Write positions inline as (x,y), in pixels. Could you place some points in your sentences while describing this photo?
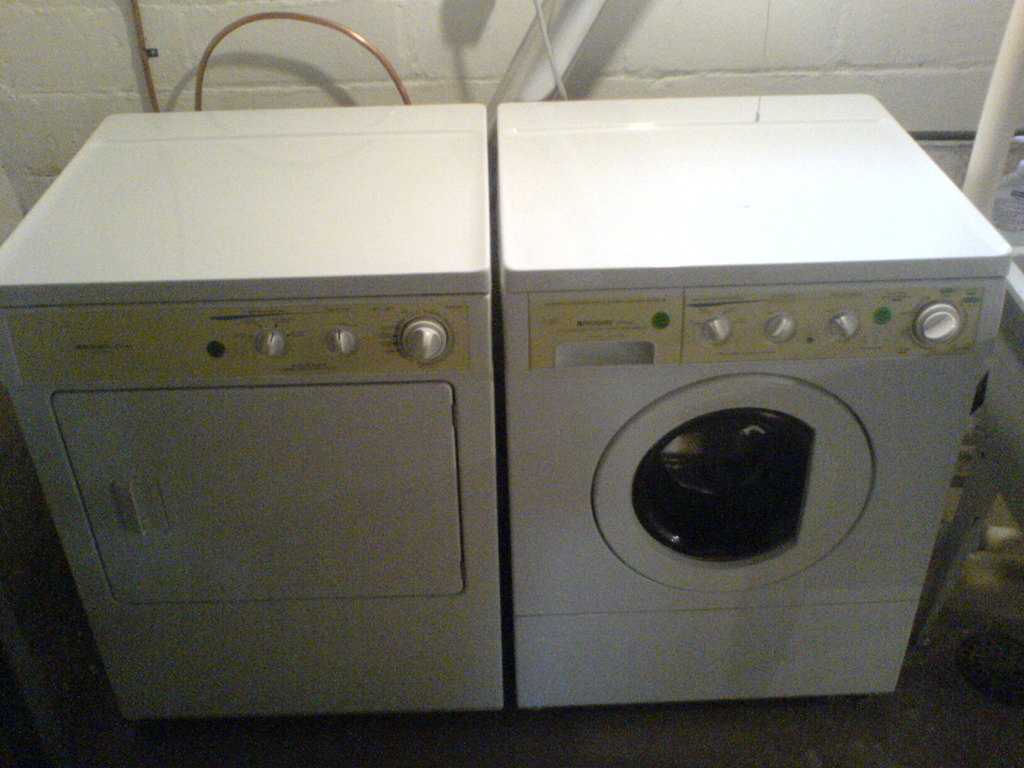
In this picture I can see the washing machines (396,514) which placed near to the wall (637,86). At the top left (134,30) I can see the copper pipes (146,72).
